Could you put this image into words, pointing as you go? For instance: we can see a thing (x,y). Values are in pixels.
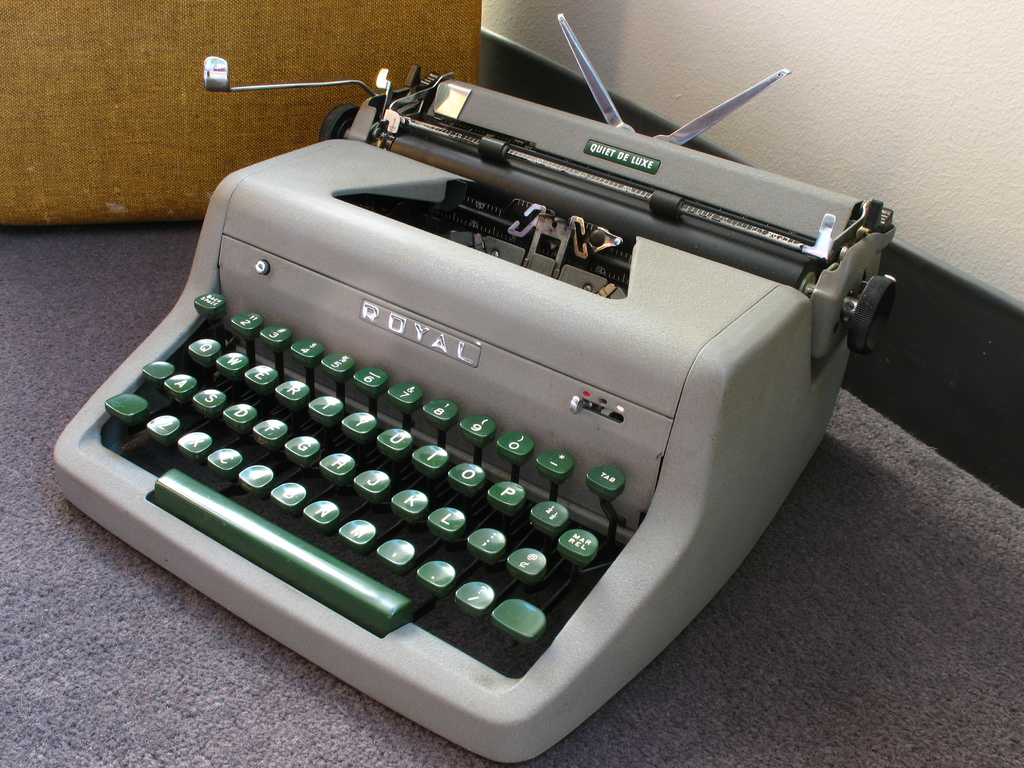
In this image I can see a typing machine (510,333) which is in ash color. Background (948,72) I can see a wall (830,76) in white color.
